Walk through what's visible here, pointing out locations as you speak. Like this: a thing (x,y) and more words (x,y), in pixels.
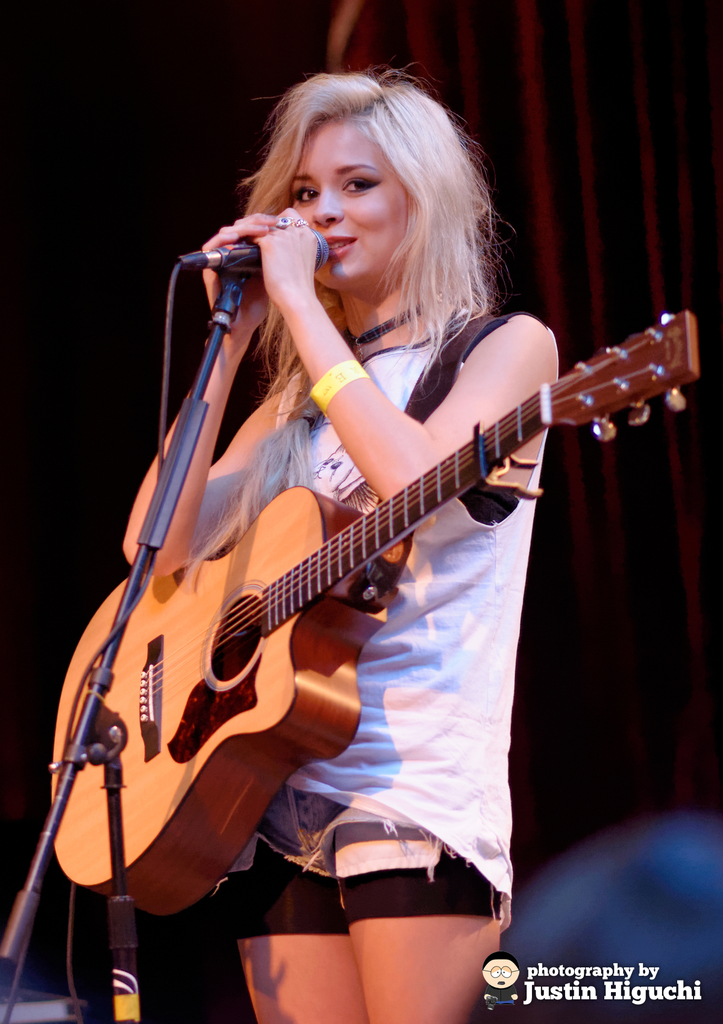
The woman (439,600) wearing white top (439,600) is holding a guitar (350,518) and singing in front of a mic (322,249).
